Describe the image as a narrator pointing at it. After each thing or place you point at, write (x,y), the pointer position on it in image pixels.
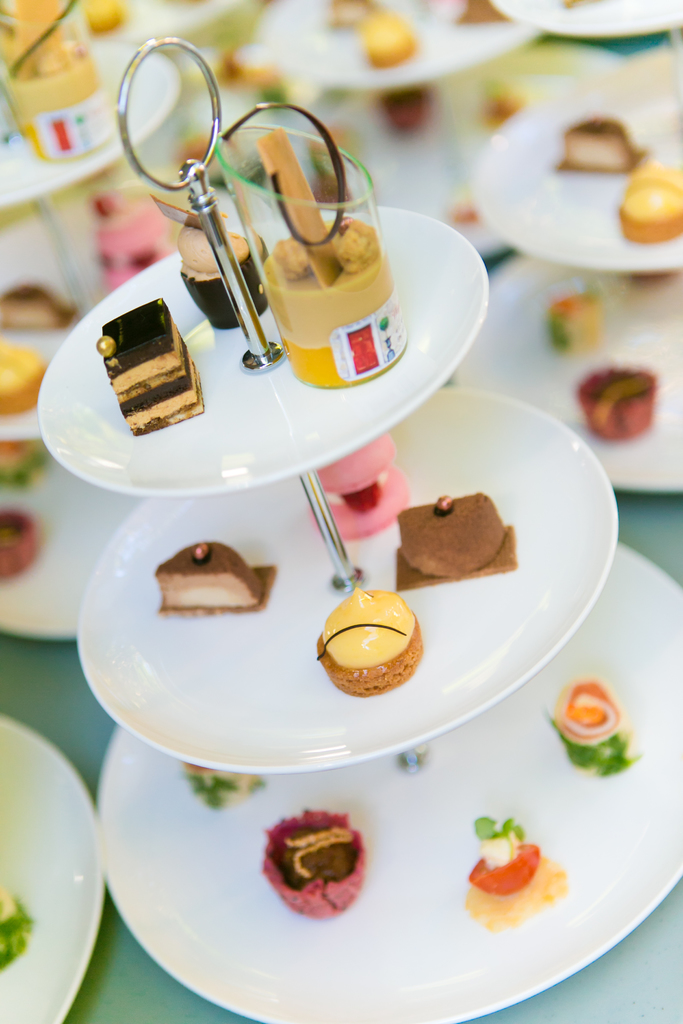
In this image we can see food (197,295) placed in a plate stand (277,810). In the background (73,582) we can see plate stands (444,49) and food (14,369).
